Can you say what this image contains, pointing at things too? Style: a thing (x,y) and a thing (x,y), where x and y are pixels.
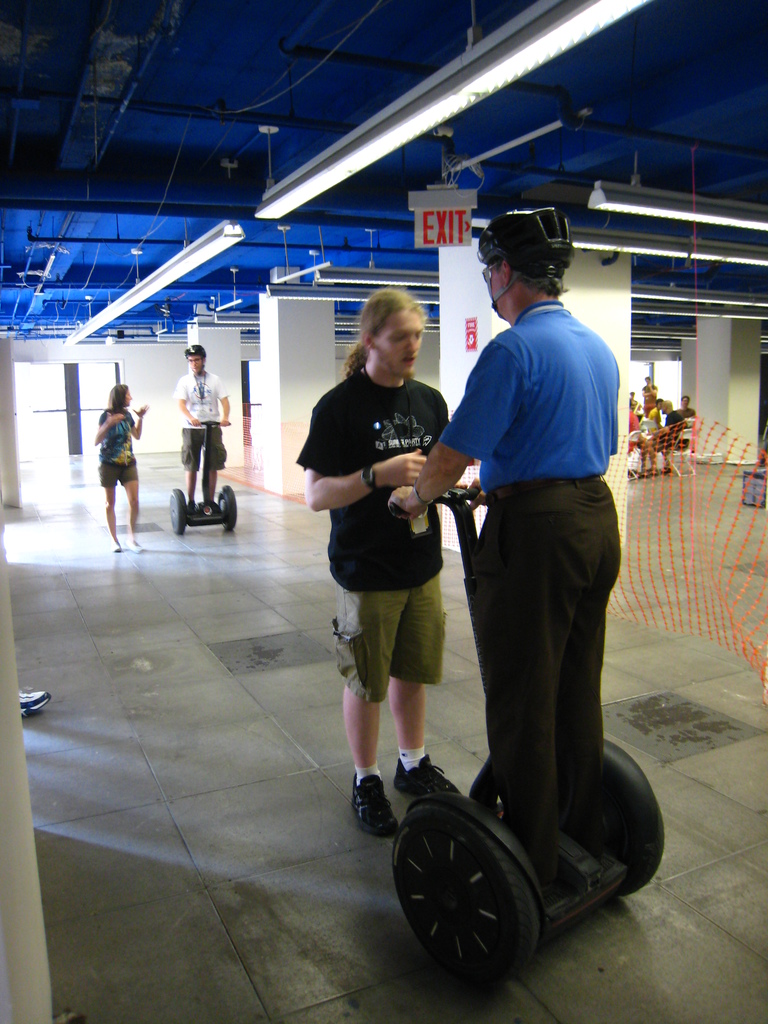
In this picture we can see a few people (596,753) are standing on a hoverboard (204,424). We can see a person (366,434) and a woman (111,523) on the path (101,497). An EXIT sign board (443,204) and a few lights (412,295) are visible on top (465,224). There is a net (667,446) on the right side (677,513). We can see a red thing (467,327) on a pillar (479,347). There are a few pillars (703,366) and some people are visible in the background (691,366).
